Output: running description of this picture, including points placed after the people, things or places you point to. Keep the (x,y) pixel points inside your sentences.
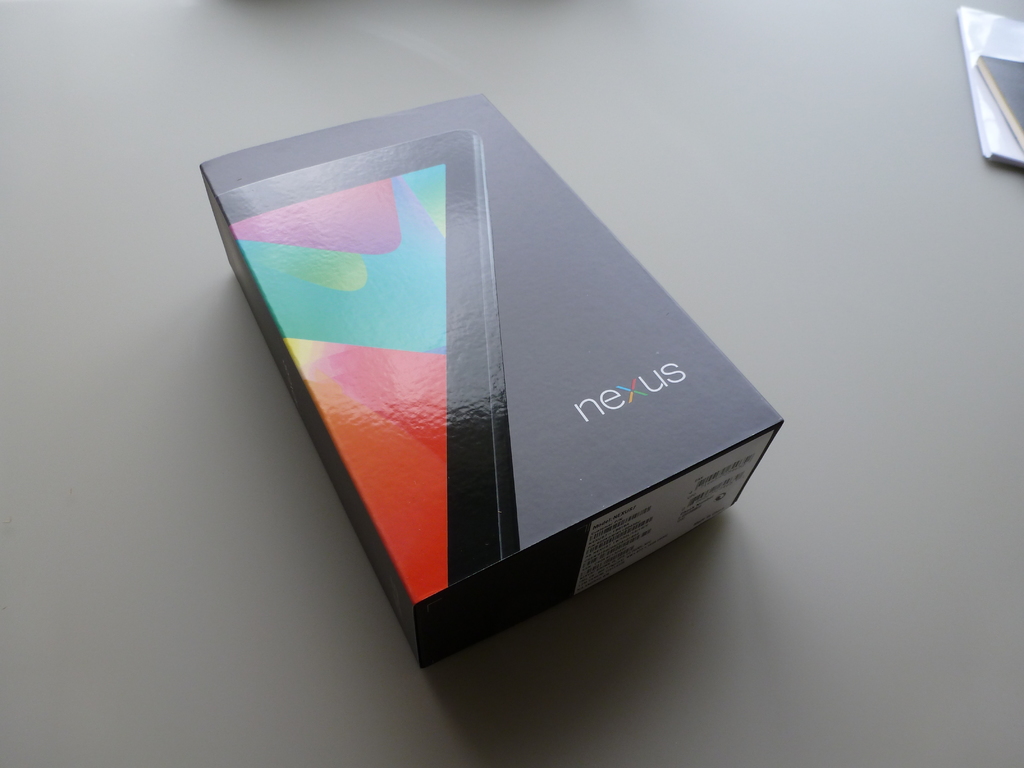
In this image we can see a box (505,389) and books (983,96) on the table (695,173).
